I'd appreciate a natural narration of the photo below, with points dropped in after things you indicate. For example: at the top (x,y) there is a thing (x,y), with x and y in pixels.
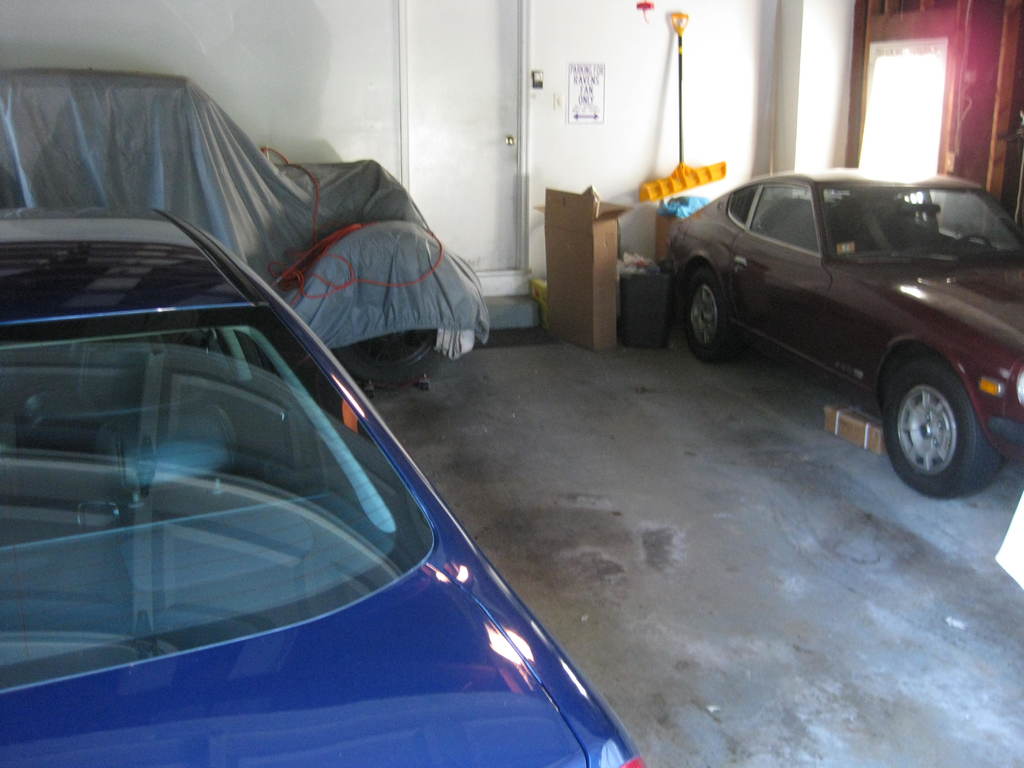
In this image we can see the cars (267,436) parked on the surface (677,379). We can also see a vehicle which is covered with the cover (335,251). In the background (520,194) we can see the cardboard box (566,224), door (443,116), wall (360,154), board (597,82) and also some other objects (656,301).
